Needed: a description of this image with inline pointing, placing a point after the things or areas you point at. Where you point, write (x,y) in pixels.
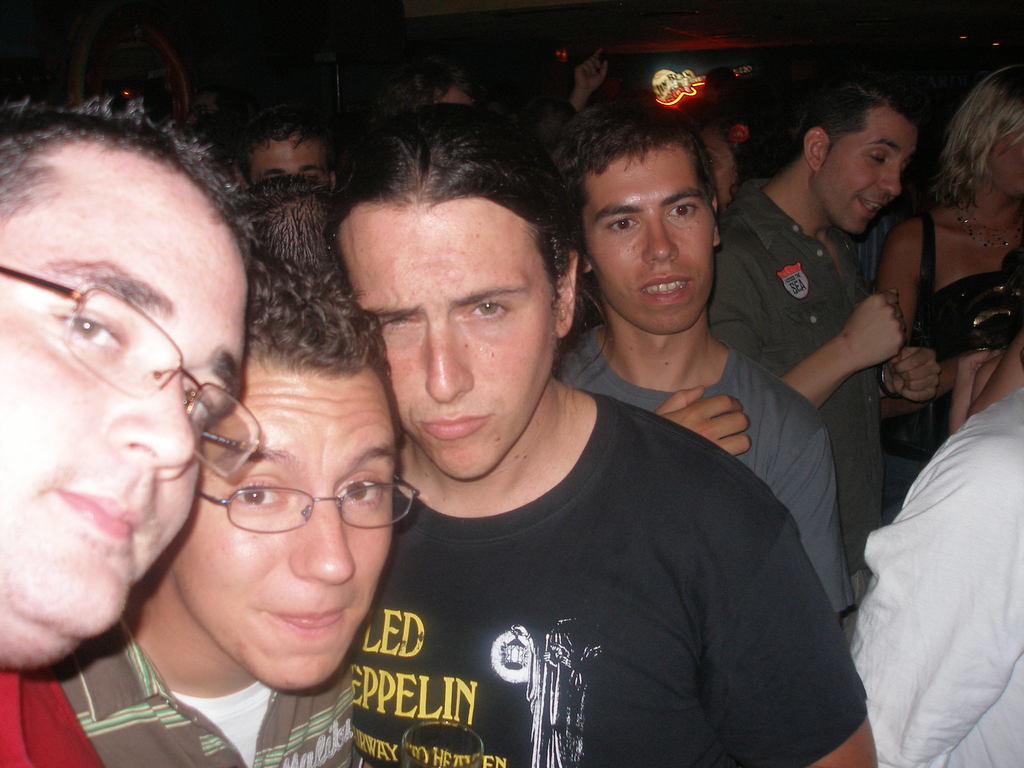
In this image there are group of men (573,355) standing, there is a woman (989,212) standing towards the right of the image (976,170), there are two men (182,496) wearing spectacles (233,493), there is the wall (778,63), there is a guitar (696,81) with lights (679,92) on the wall (701,68).
